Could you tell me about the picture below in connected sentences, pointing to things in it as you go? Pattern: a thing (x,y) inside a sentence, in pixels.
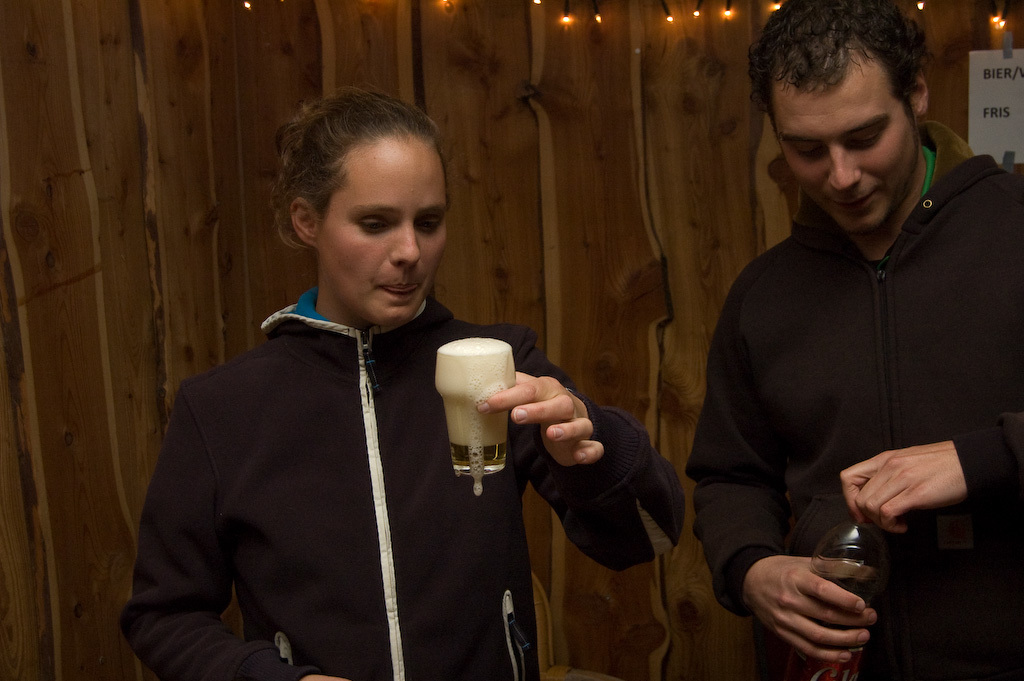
This is an inside view. Here I can see a man (886,371) and a woman (338,547) wearing black color jackets (563,481) and standing. The man (864,459) is holding a bottle (839,555) in the hands (821,585) and the woman (416,369) is holding a glass (475,419) which is having some drink (463,399) in it. In the background (170,135), I can see a wall (524,164) which is made up of wood (135,166). At the top (771,7) there are some lights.
